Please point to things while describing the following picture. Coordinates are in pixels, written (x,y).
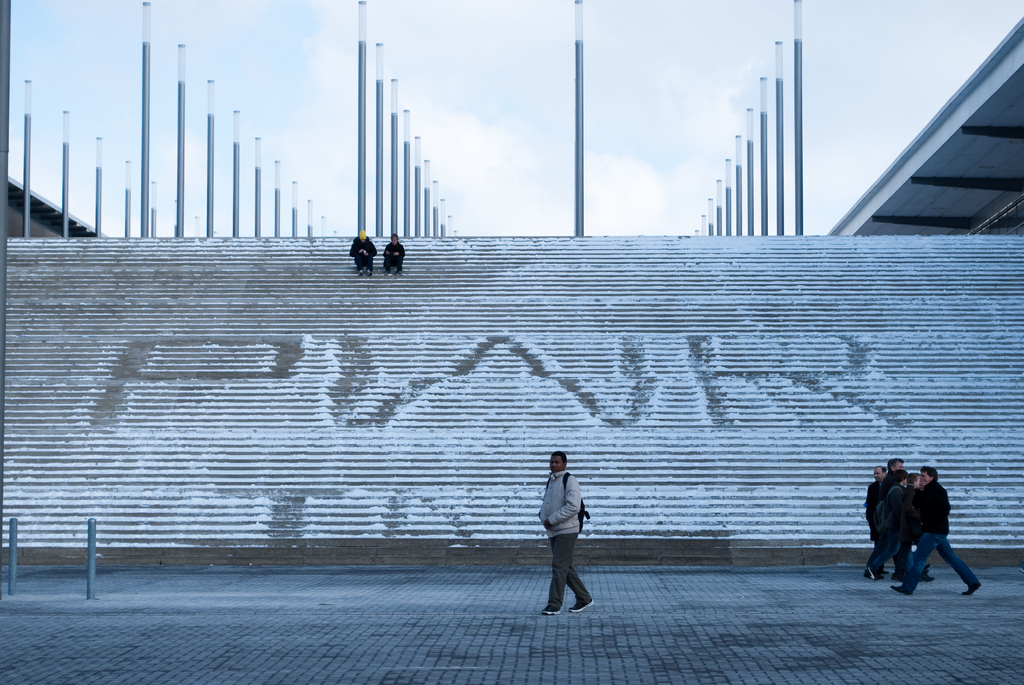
In the picture we can see a path (511,633) on it, we can see some people (876,574) are standing and some are walking and besides, we can see one man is walking and behind them, we can see the steps (333,558) and on top of it, we can see two people (363,258) are sitting and behind them we can see the poles (65,213) and beside it we can see a shed (941,214) and behind the poles (579,130) we can see a sky (567,140) with clouds (473,202).
